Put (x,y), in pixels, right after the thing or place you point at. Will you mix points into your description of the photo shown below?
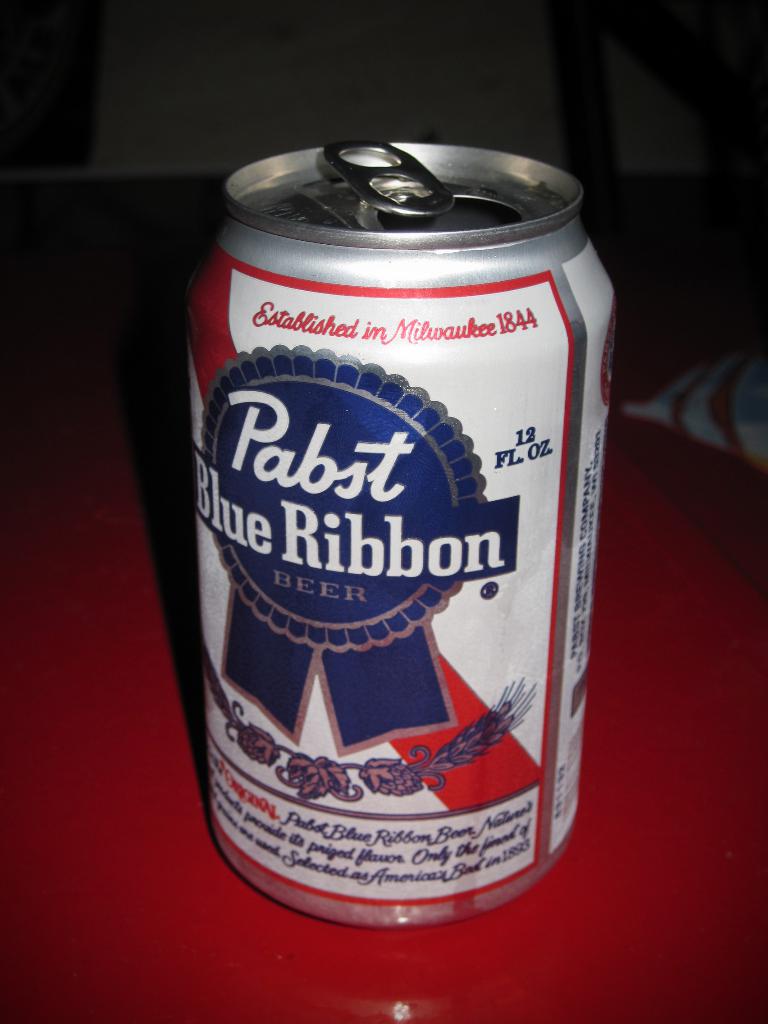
In the image we can see there is a beer can (438,601) kept on the table (355,940).
